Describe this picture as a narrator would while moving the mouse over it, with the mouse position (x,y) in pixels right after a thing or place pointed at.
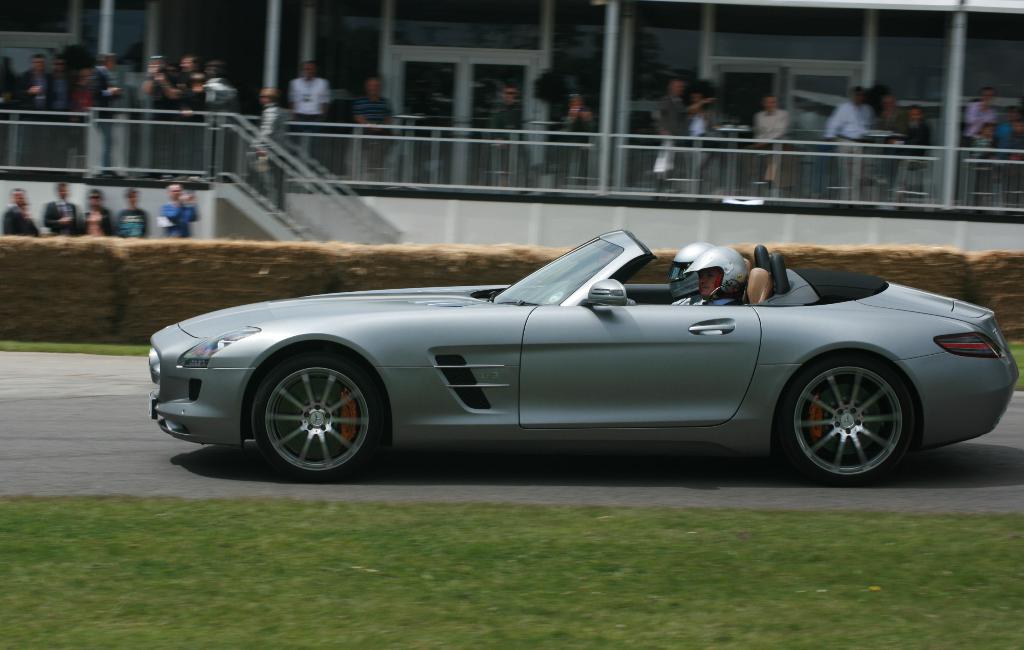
This is an outside view. At the bottom (370,578), I can see the grass (677,578). In the middle of the image (447,348) there is a car (348,375) on the road (238,470) facing towards the left side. Two persons (681,292) are wearing helmets (707,269) and sitting in the car (648,308). In the background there is a building (140,73). There are few poles (275,65) and railing (368,162). Behind the railing (328,126) many people (178,90) are standing and also there are few stairs (285,213).
